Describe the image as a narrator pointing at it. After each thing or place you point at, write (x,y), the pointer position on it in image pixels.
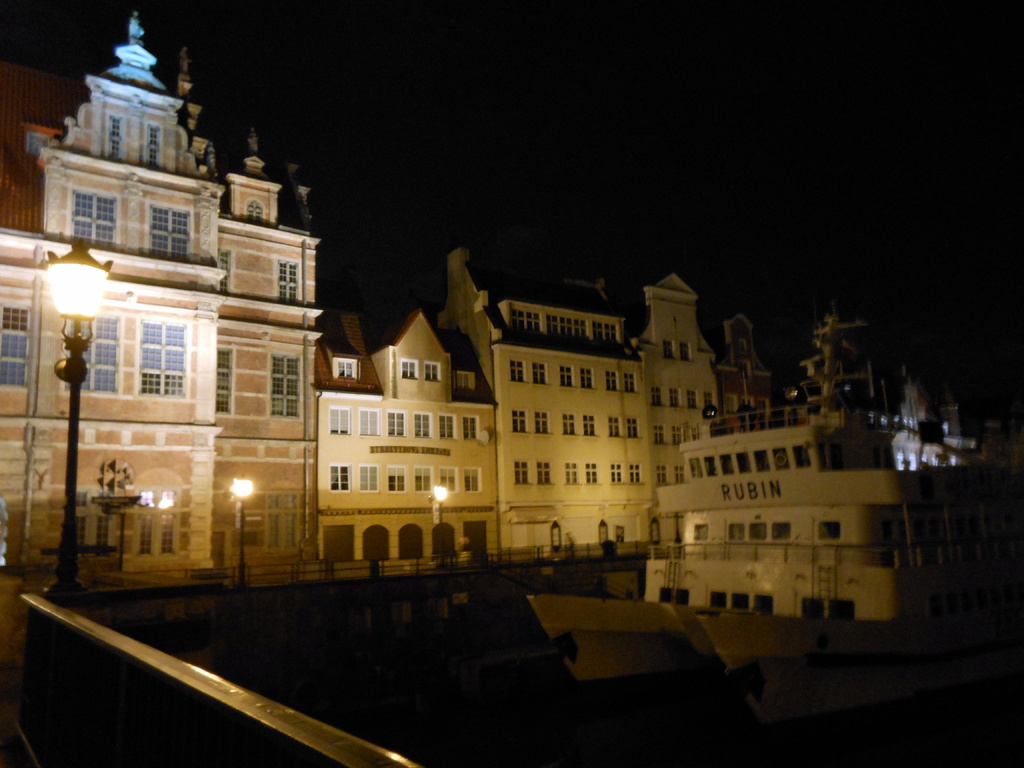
In this image I can see at the bottom (852,760) there is water (687,754), on the right side (720,496) it looks like a ship (858,485). In the middle (629,481) there is a very big building (376,446) and there are lamps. At the top (570,105) it is the sky (542,115) in the dark night.
